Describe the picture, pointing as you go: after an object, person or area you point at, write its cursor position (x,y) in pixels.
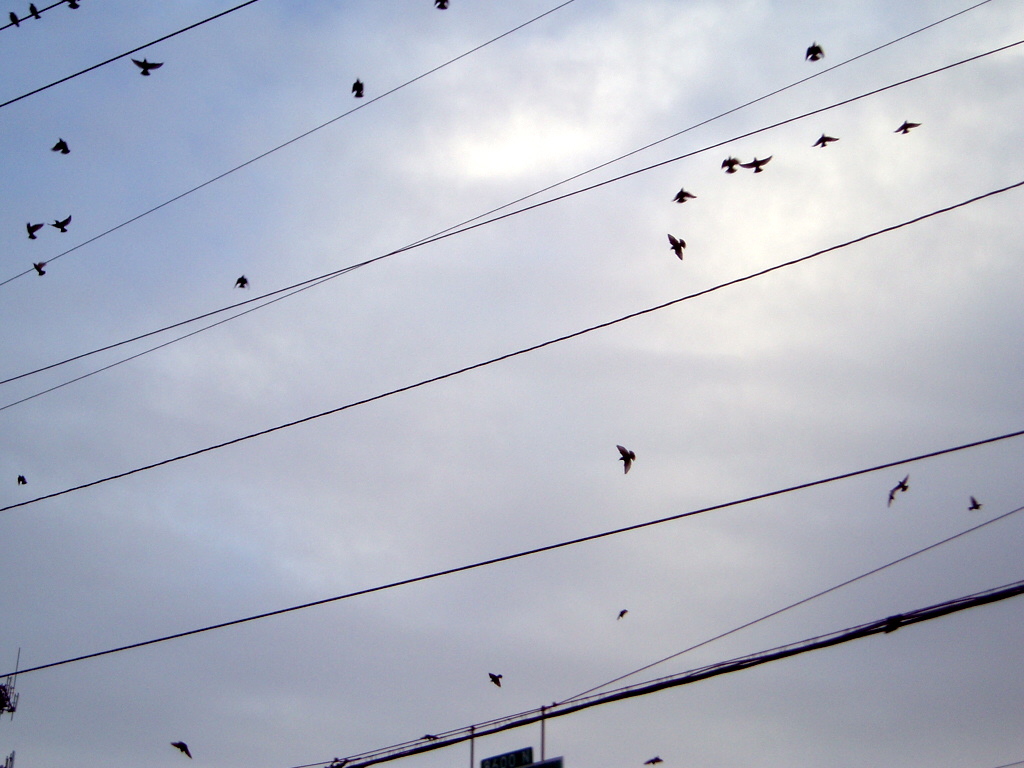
In the foreground of this image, there are cables (517,202), many birds (355,83) in the air (45,204), the sky (351,182) and the cloud (363,188).
